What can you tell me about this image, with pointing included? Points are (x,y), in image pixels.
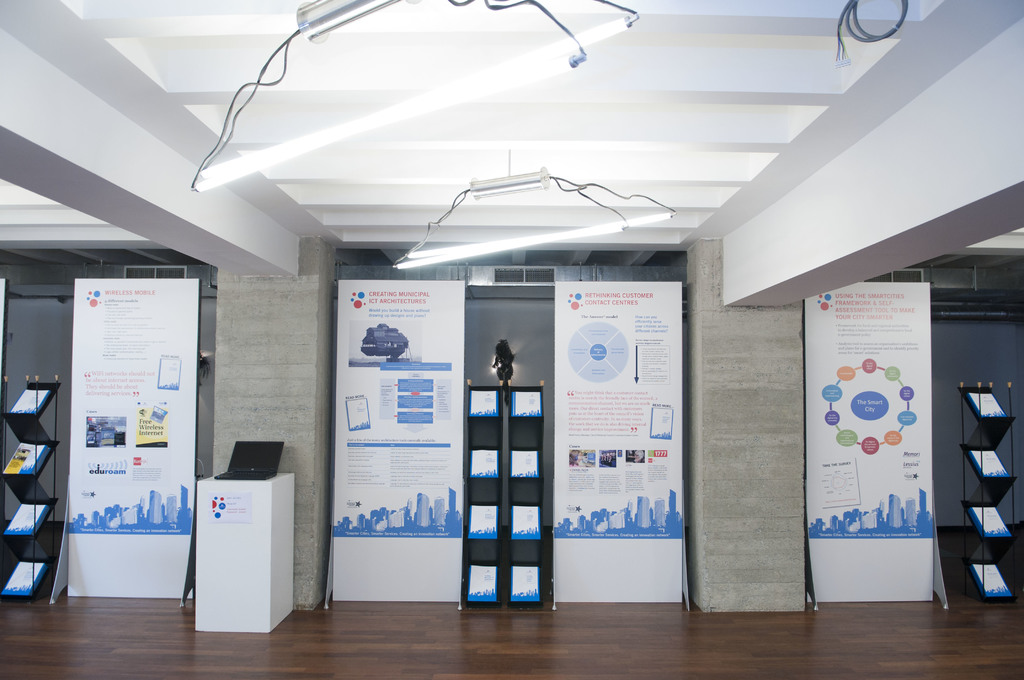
In this image I can see few boards (870,340) and I can also see the laptop (248,473) on the white color box (208,494) and I can see few books (16,526) in the rack (21,541). In the background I can see few lights (327,32).
